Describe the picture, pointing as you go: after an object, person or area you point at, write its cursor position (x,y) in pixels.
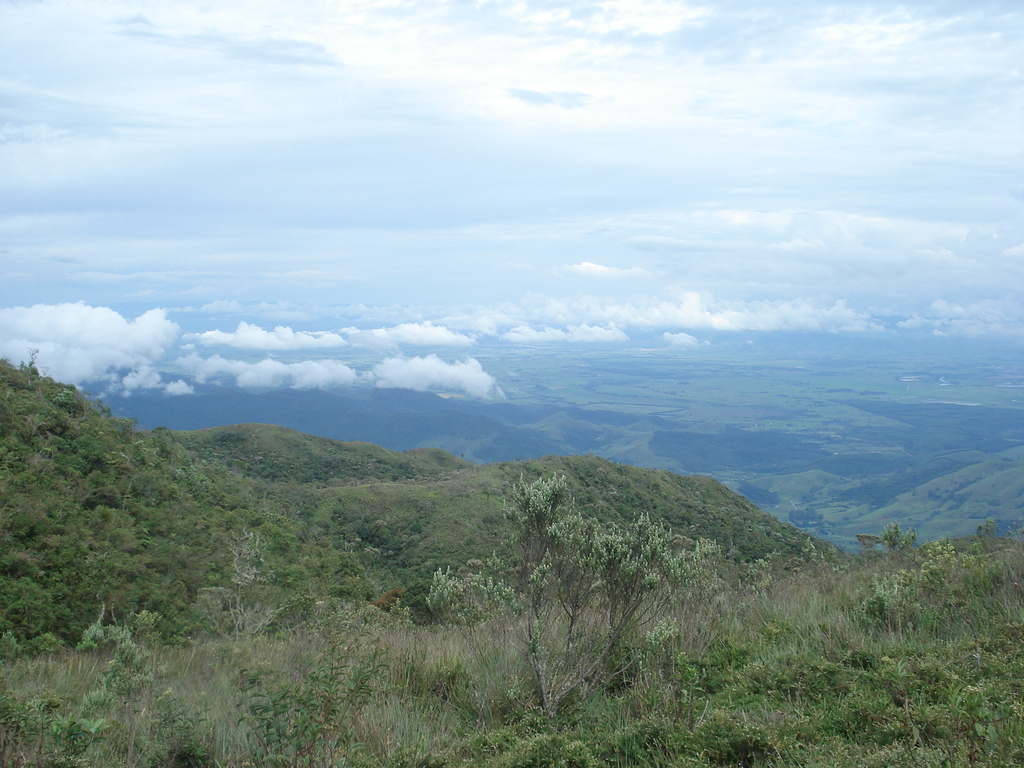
This image is clicked on the hills (628,622). There are plants (449,562) and grass (686,697) on the hills (455,735). In the background (692,443) there are hills (626,411). At the top (572,209) there is the sky (403,201). The sky (361,194) is cloudy.
